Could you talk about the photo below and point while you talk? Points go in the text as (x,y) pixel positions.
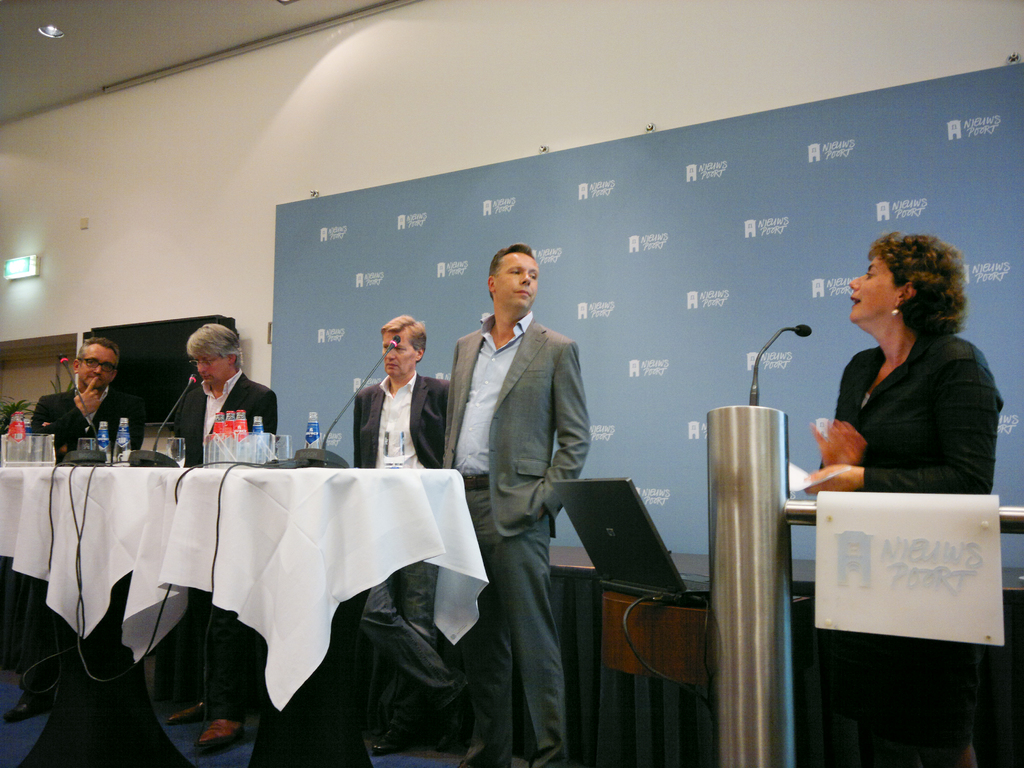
It is a conference, a group of people (505,417) were standing in front of the tables (258,491) and on the tables (176,475) there are glasses (396,441) and bottles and other objects (43,440). There is a laptop (678,587) beside the woman (882,482) on the left side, in the background (398,303) there is a banner (436,261) and behind the banner (436,261) there is a wall (154,263).
